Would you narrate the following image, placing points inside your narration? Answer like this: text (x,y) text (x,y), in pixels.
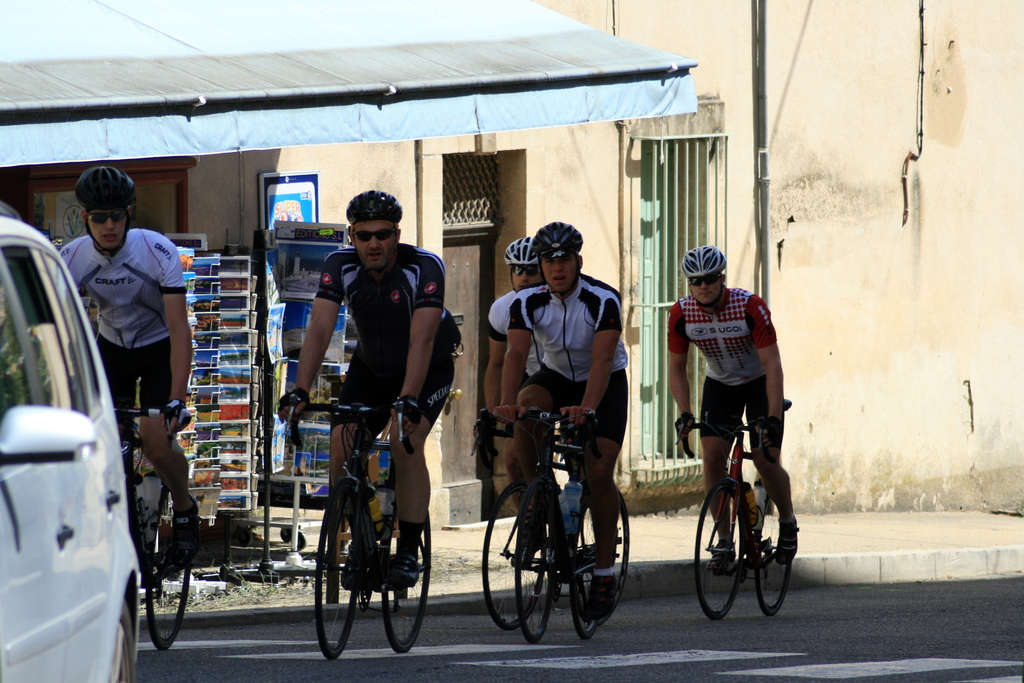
The image is taken on the road (488,676). There are people (413,448) riding bicycles (529,501) on the road (577,638). On the left (54,566) there is a car (46,495). In the background (360,143) there is a building (549,135).
